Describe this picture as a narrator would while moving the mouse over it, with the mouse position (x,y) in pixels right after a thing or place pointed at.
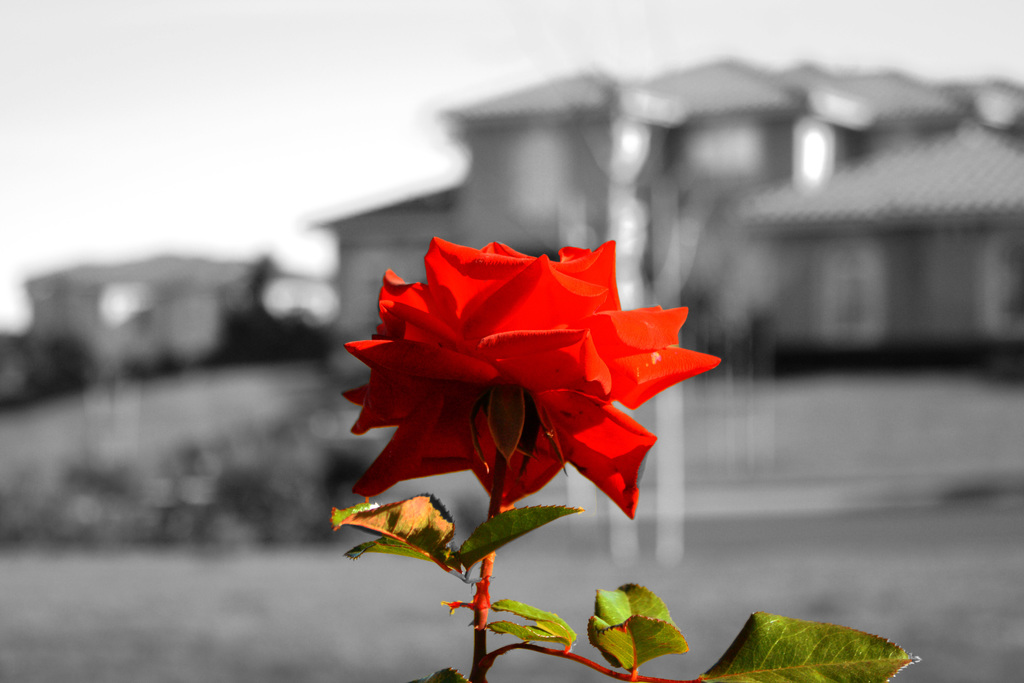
In this picture we can see leaves (615,631) and a red color flower (630,498) in the front (610,423), in the background (637,260) there are houses (749,215), we can see a blurry background (918,138).
